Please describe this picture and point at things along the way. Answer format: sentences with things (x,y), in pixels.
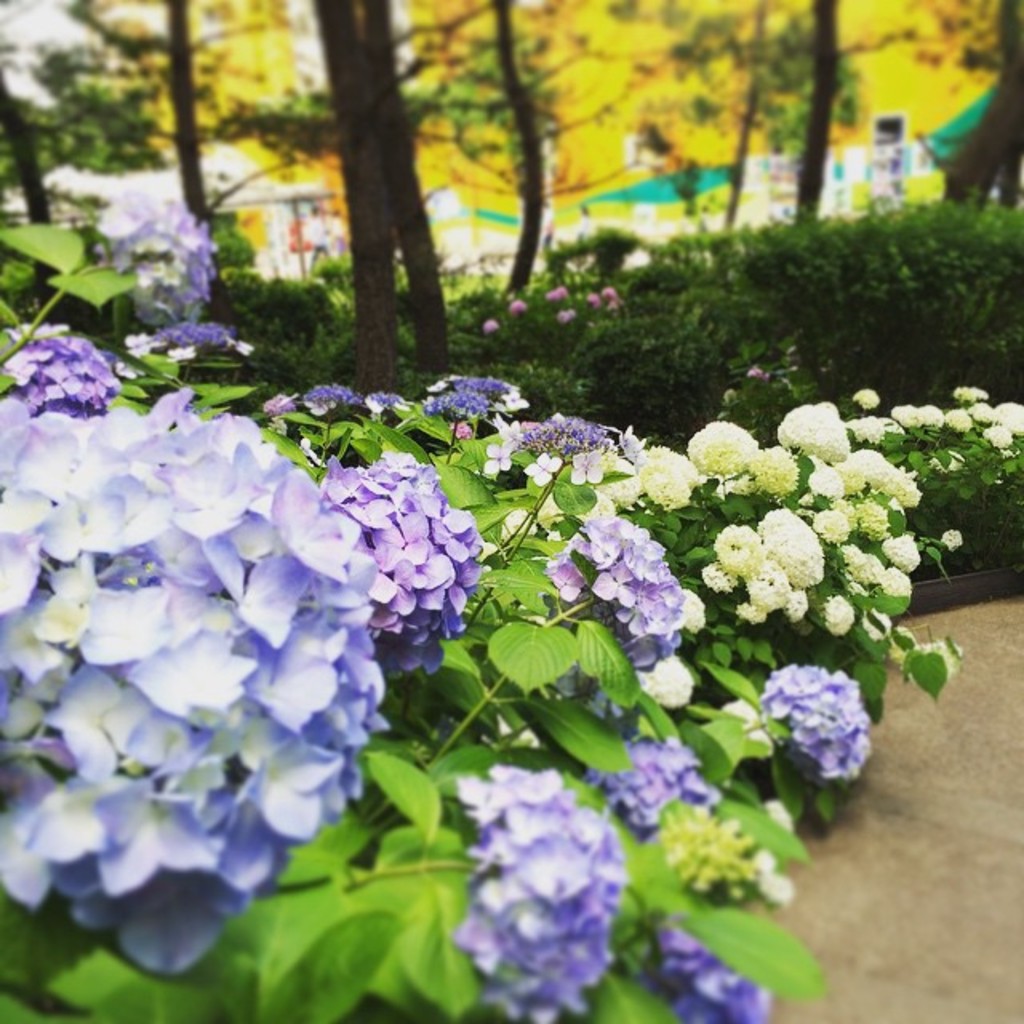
In this image, we can see plants (335,649) with flowers (290,601) and in the background (353,270), there are trees (199,198).
